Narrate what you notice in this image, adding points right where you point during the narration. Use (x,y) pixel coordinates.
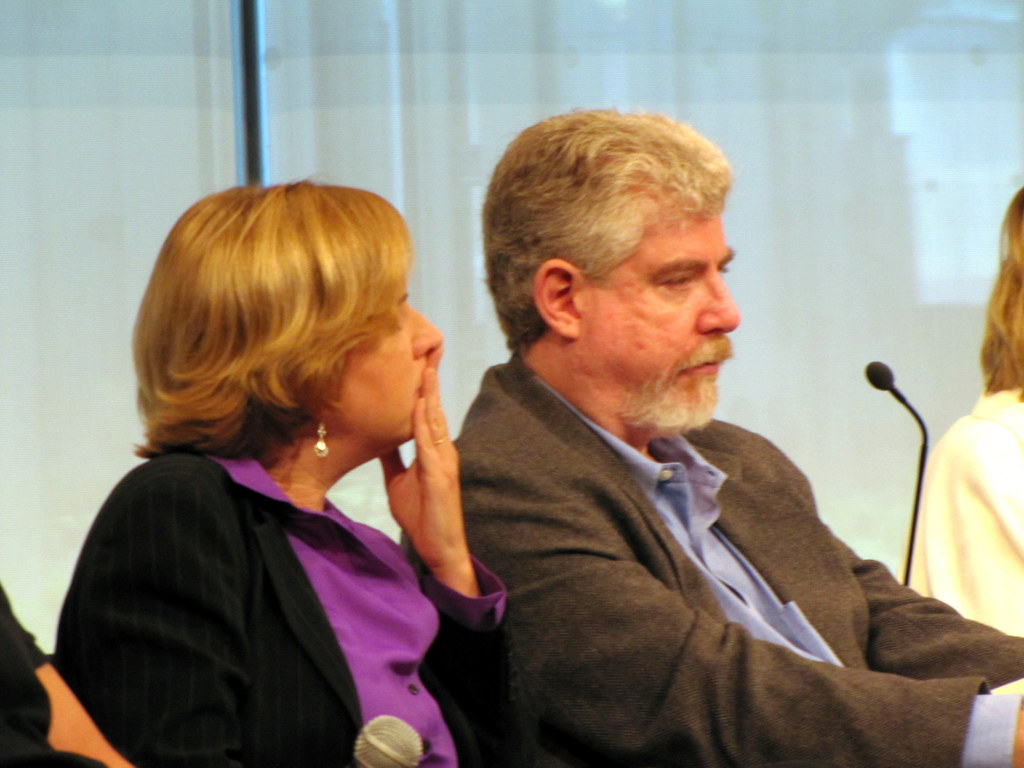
In this image we can see people (407,617). There are mics (367,759). In the background (765,163) there is a curtain (329,132) and we can see a rod (248,161).
